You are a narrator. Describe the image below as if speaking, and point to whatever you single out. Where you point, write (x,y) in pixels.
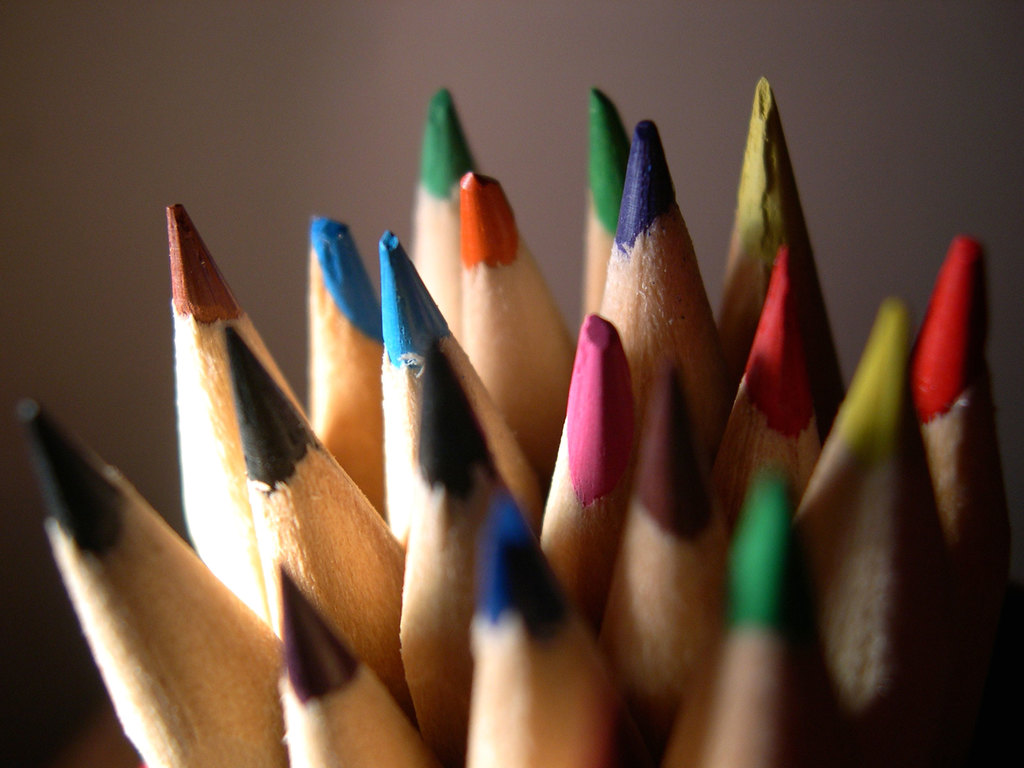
These are the different color pencils (569,454) that are sharpened.
